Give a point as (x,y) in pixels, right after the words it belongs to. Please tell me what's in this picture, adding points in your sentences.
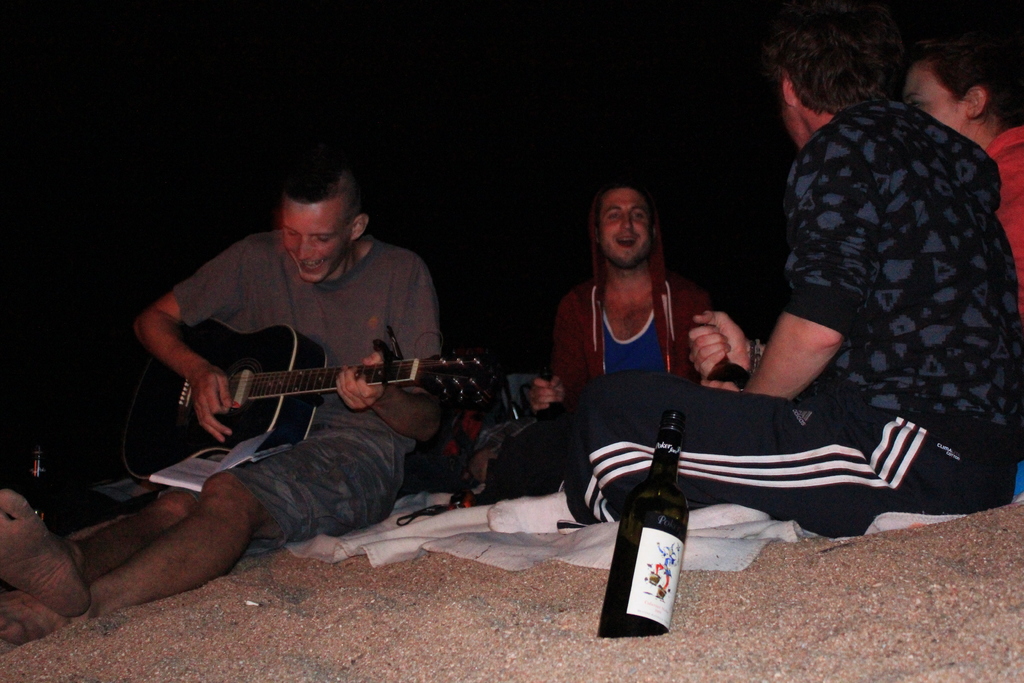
This picture is of outside. On the right corner (1020,170) there is a person (981,97) wearing red color dress (1015,189) and sitting, beside him there is a man (856,142) sitting on the ground (860,568) and we can see a bottle (653,512) placed on the ground (634,652). In the center (622,253) there is a man (607,304) wearing hoodie (684,304), smiling and sitting. On the left (323,268) there is a man (333,279) wearing t-shirt (388,295), smiling and playing guitar (312,413) and the background (429,44) is very dark.
